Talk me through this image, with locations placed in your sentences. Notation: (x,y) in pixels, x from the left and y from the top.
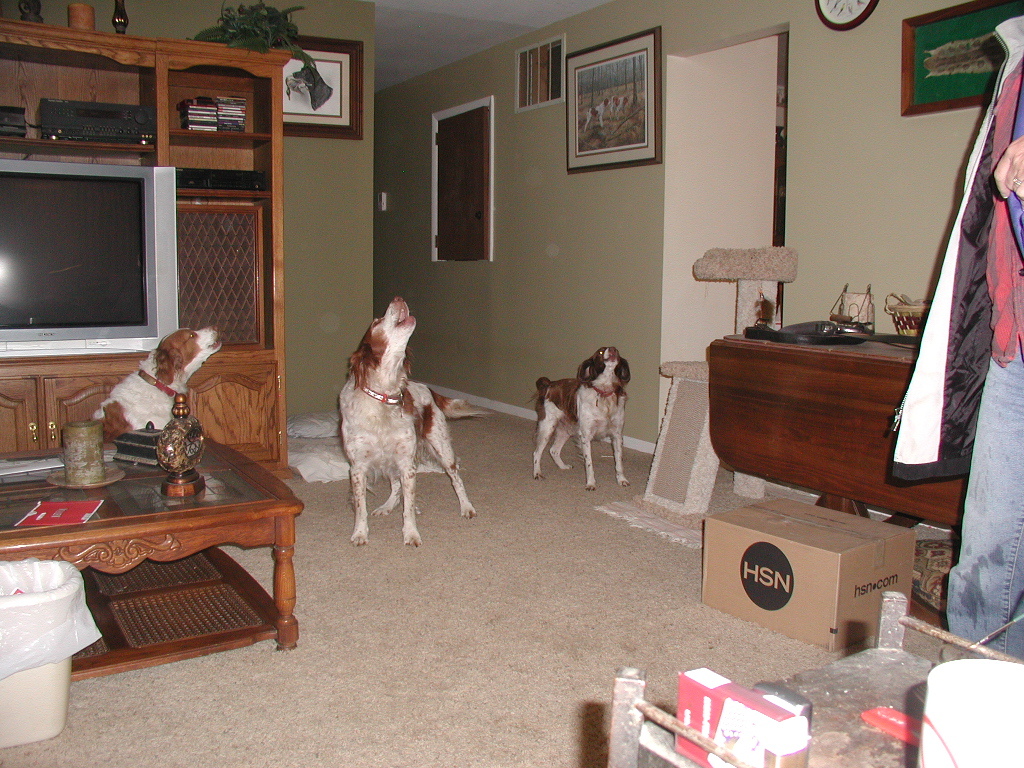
in a room (813,706) there are 3 dogs (398,377) which are white and brown in color. at the left (197,524) there is a table (147,527) on which there are objects (80,470). in front of it there is a white bin (35,636). at the back (19,77) there is a cupboard (195,248) in which there is a television (76,283) and other objects (297,30) on the top (284,25). behind that there is a wall (295,273) on which there is a photo frame (358,115). on the right (852,593) there is a carton (780,546) at the floor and a table (754,468) on which there are objects (913,298). on the right wall (882,193) there is a photo frame (602,100), clock (825,13) and open way (765,162).
